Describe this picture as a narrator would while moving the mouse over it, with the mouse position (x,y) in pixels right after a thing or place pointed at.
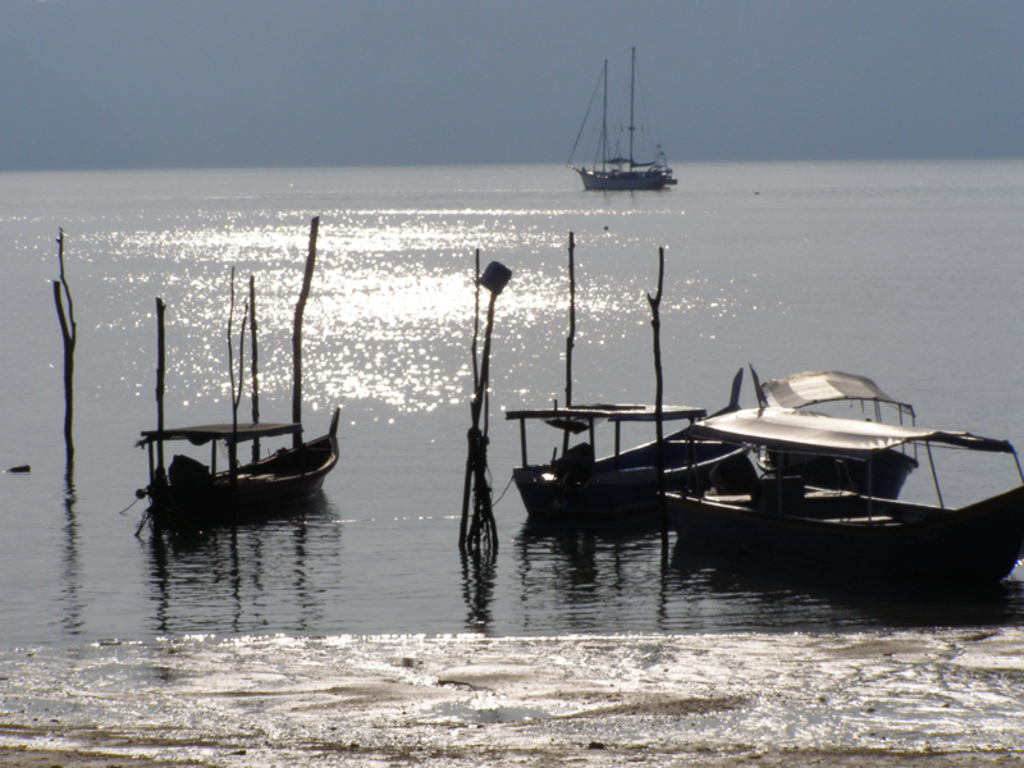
In the center of the image (612,501) we can see a few boats (205,507) on the water (379,470). And we can see a few poles (658,466) in the water (911,485). At the bottom of the image (388,740), we can see some cream color object (466,690) in the water (409,230). In the background (314,129) we can see the sky (582,141), one boat (589,176), water (453,306) etc.
